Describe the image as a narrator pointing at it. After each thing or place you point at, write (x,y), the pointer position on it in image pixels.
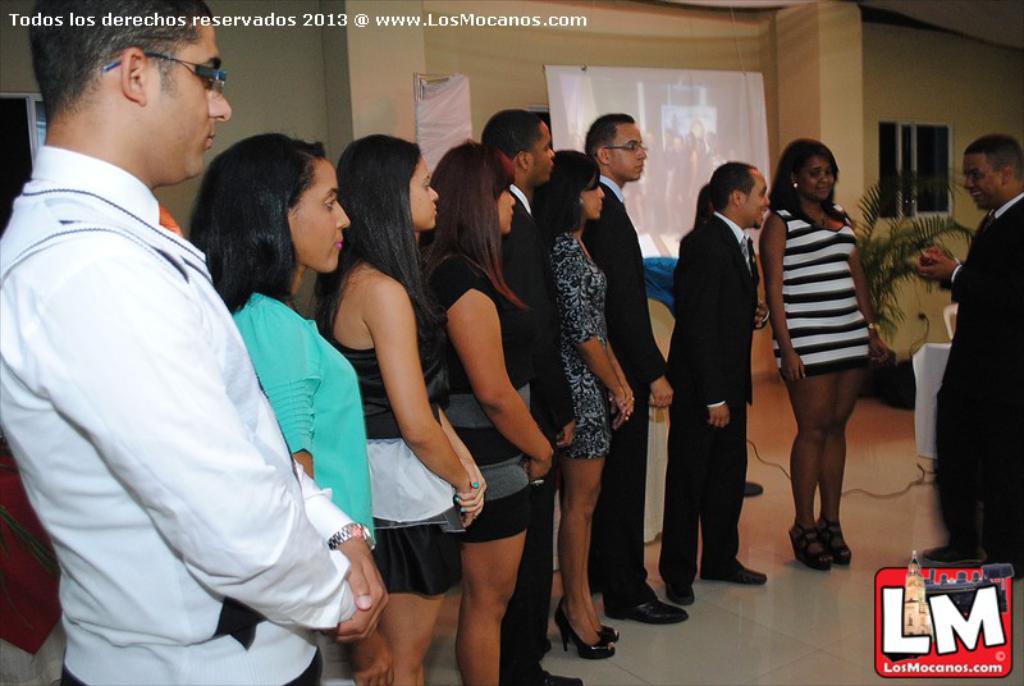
In the image there are a group of people (537,261) standing in a row and in front of them there is a man (946,369), in the background (549,29) there is a wall (502,54) and there are two pillars (831,31) in front of the wall (875,53), there is projector screen (556,83) in front of the wall (621,47) and something is being displayed on that. On the right side (900,149) there is a window (881,167) and in front of one of the pillar (854,168) there is a plant (895,264).
